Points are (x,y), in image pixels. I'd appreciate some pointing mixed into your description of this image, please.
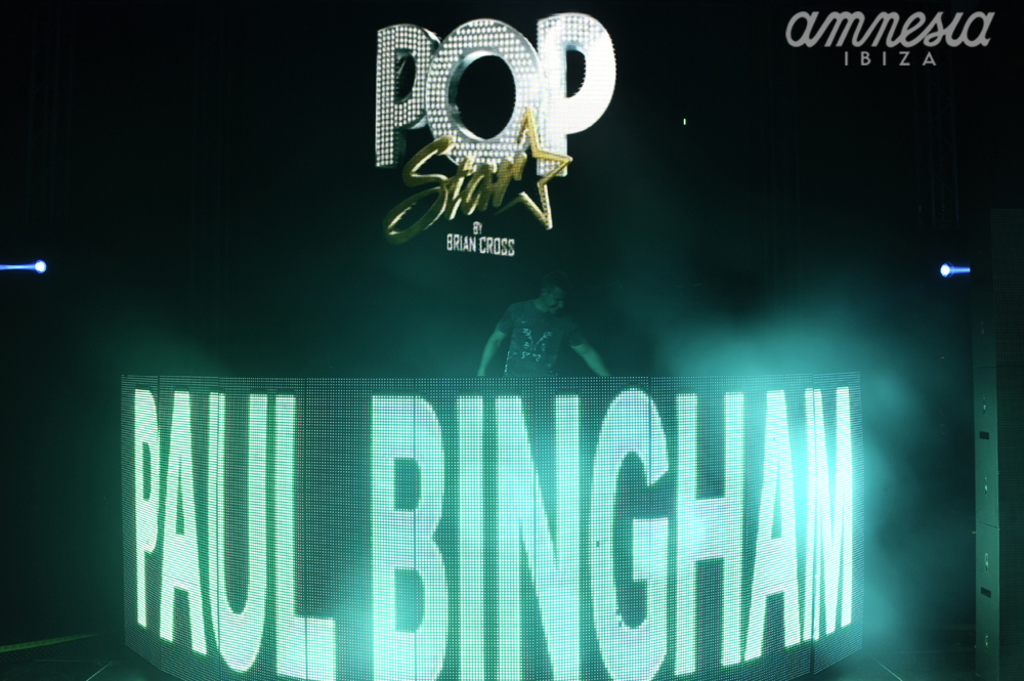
In this image I can see the person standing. In front (464,545) I can see the LCD screen (418,506) and I can see something written on it. Background (582,235) I can see few boards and I can see dark background (752,15).
